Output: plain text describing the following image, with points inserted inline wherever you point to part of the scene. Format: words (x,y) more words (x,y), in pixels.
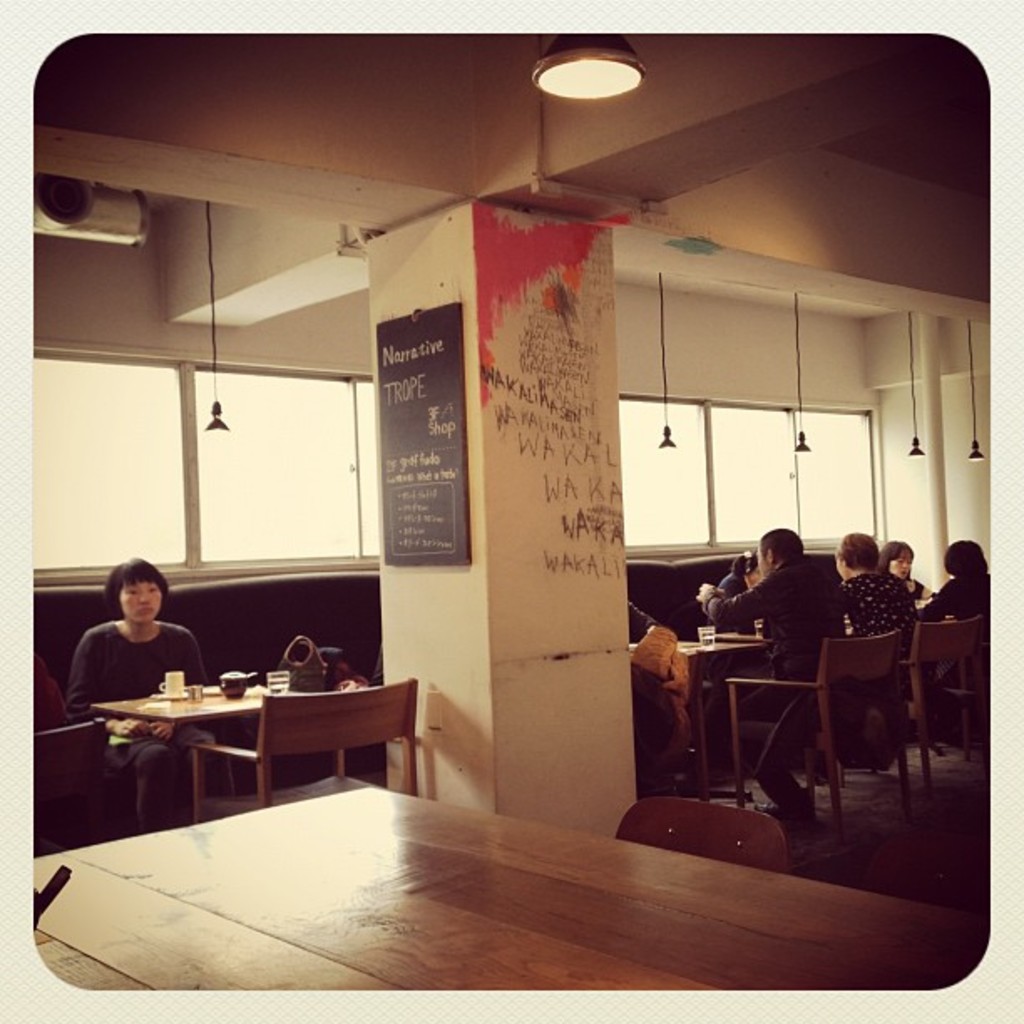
In the image we can see there are people (910,597) wearing clothes (890,621), they are sitting on the chair (895,656). There are tables (214,714), on the table (214,714) there are many other objects (279,687). Here we can see a pillar (522,566), black board (447,520) and text (438,461) on the board (432,402). This is a floor (865,810), glass windows (317,466) and lights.
